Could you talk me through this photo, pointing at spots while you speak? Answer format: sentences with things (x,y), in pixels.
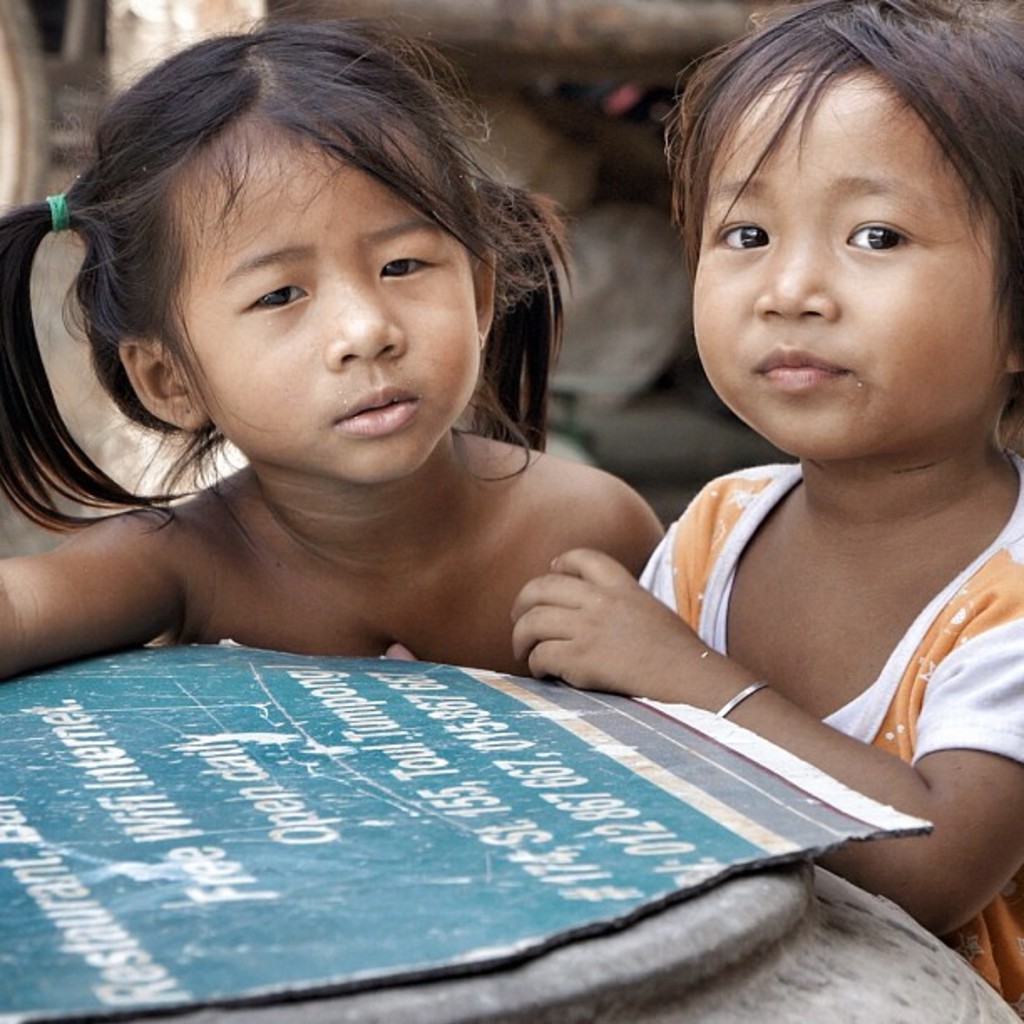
In the image we can see two childrens (682,538) and the right side child (860,584) is wearing clothes (926,631). This is a hair band (55,214), paper sheet (350,839) and the background (525,164) is blurred.
